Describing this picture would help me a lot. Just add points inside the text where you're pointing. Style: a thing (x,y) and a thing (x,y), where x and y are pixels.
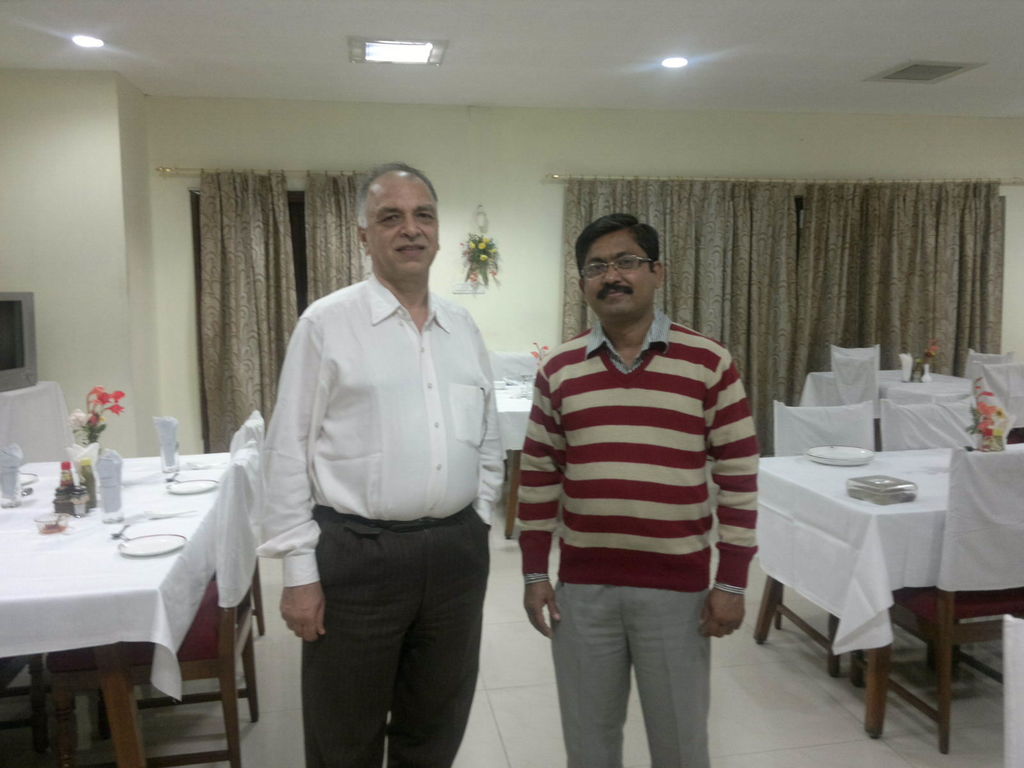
In this image i can see a men (384,409) is standing on the floor (499,683) behind these men (545,507) we have few tables (899,512) and chairs (970,508) and curtains (356,277).
